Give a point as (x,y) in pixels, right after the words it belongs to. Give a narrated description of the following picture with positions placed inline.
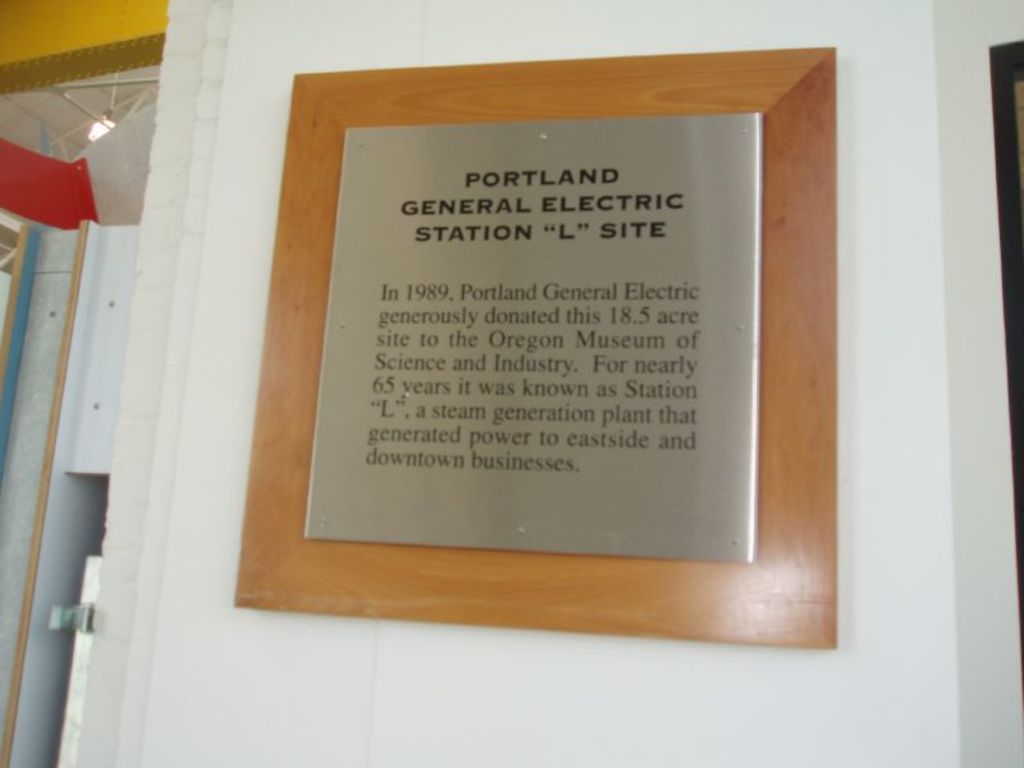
In this image we can see a board (385,209) with text (545,369) to the wall (769,38) and on the left side (65,295) there are few objects (86,267) and a light (94,136) to the ceiling (85,94).
